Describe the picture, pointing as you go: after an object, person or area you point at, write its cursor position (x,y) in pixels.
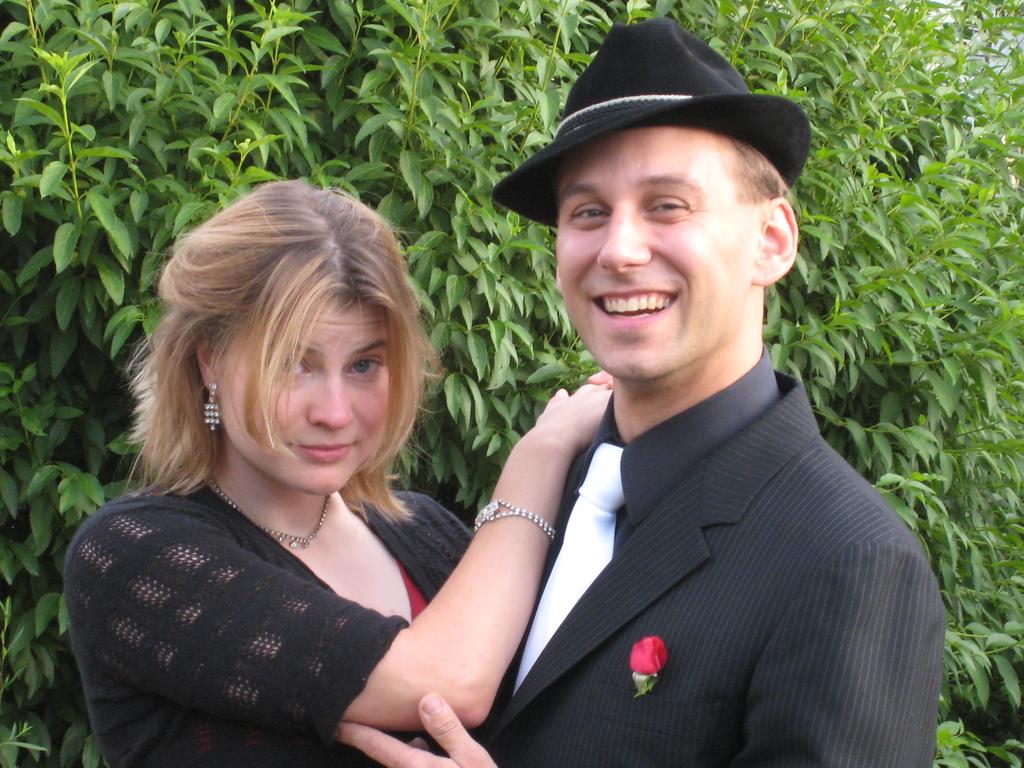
In this picture we can see a woman (360,435) and a man (580,609). He is smiling and there is a flower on his suit (636,767). In the background (116,111) there are plants (933,370).
